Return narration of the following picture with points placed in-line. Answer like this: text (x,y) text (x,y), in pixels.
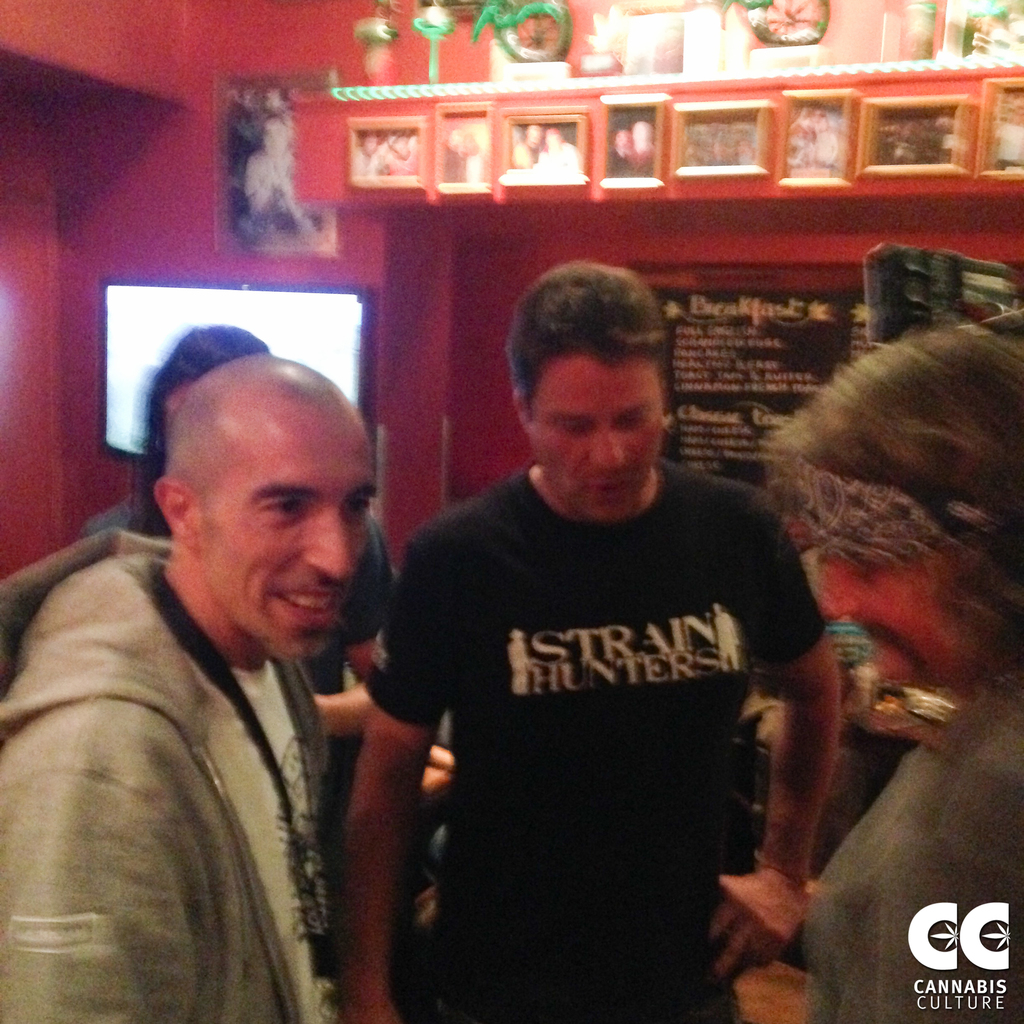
In this image we can see few people (540,707). In the background (106,212) there is a wall (207,95). On the wall (209,164) there are photo frames (652,118). Also there are some decorative items (643,48). And there is a screen (286,319). Also there is a board (730,362) with something written. In the right bottom corner (911,924) something is written.
